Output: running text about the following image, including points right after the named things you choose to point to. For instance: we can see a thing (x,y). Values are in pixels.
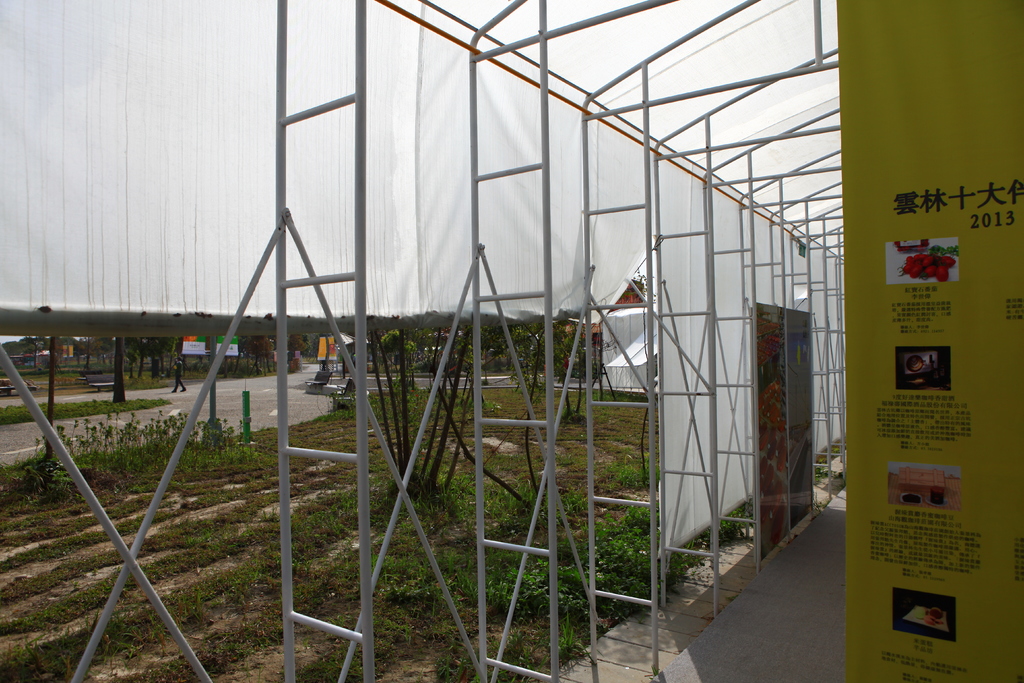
In this image there are some boards (886,308) under the white shed (519,281) beside them there are some iron pillars (440,575), plants (304,528) and road (840,513).
